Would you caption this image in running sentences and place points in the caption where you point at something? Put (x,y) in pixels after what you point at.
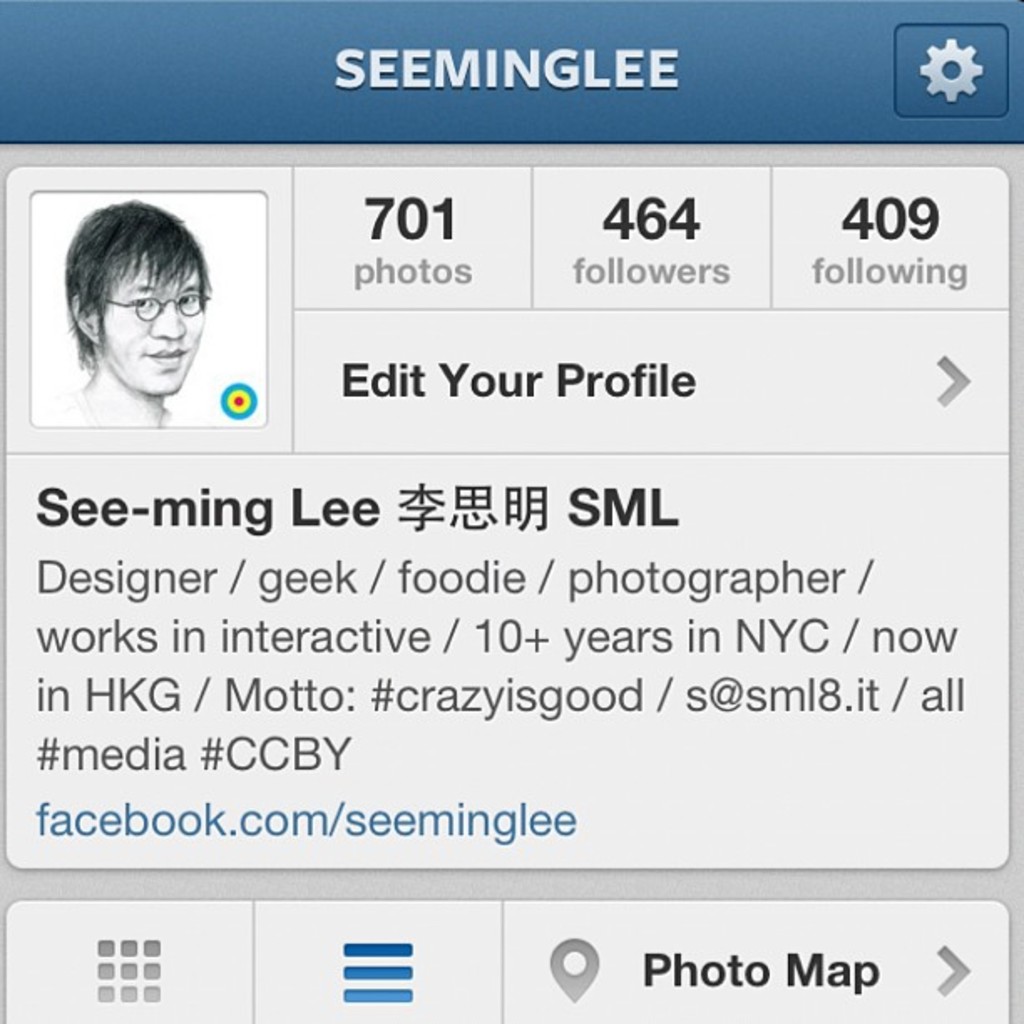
This picture consists of a screenshot, which includes an image of a person (161,350), text (86,579), and there are some icons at the bottom side of the image (376,989).
